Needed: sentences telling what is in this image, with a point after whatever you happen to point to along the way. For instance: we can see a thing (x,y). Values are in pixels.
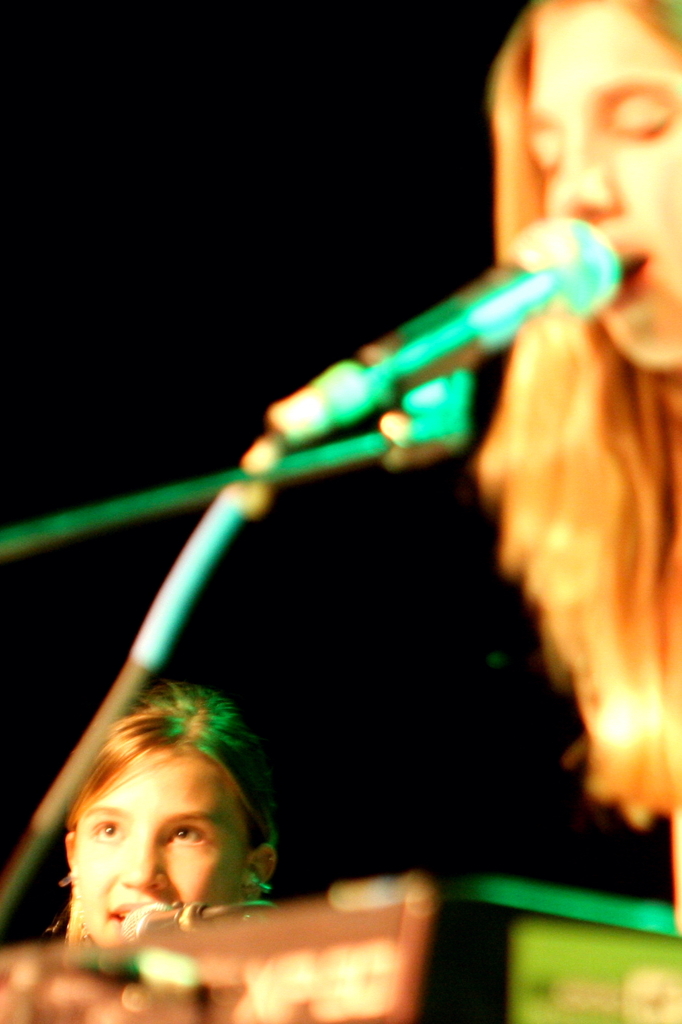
In this image we can see two persons (156,757) and in front of them there is a mic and it looks like they are singing. The background (3,138) image is dark.
